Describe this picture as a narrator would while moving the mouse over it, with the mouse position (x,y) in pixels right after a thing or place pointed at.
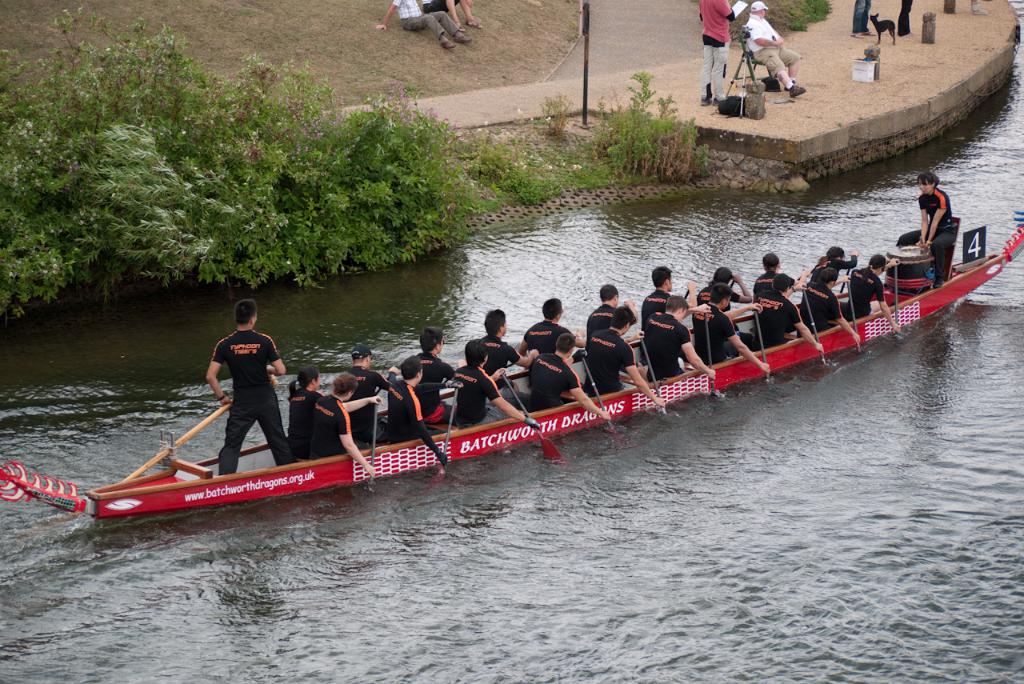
In this image in front (842,496) there is water (584,518) and people (410,398) are riding the boat (746,325). At the top (330,61) there is grass (285,68) on the surface (507,156) and we can see people (716,45) are standing on the path (769,113). Behind them there is a road (672,38).
